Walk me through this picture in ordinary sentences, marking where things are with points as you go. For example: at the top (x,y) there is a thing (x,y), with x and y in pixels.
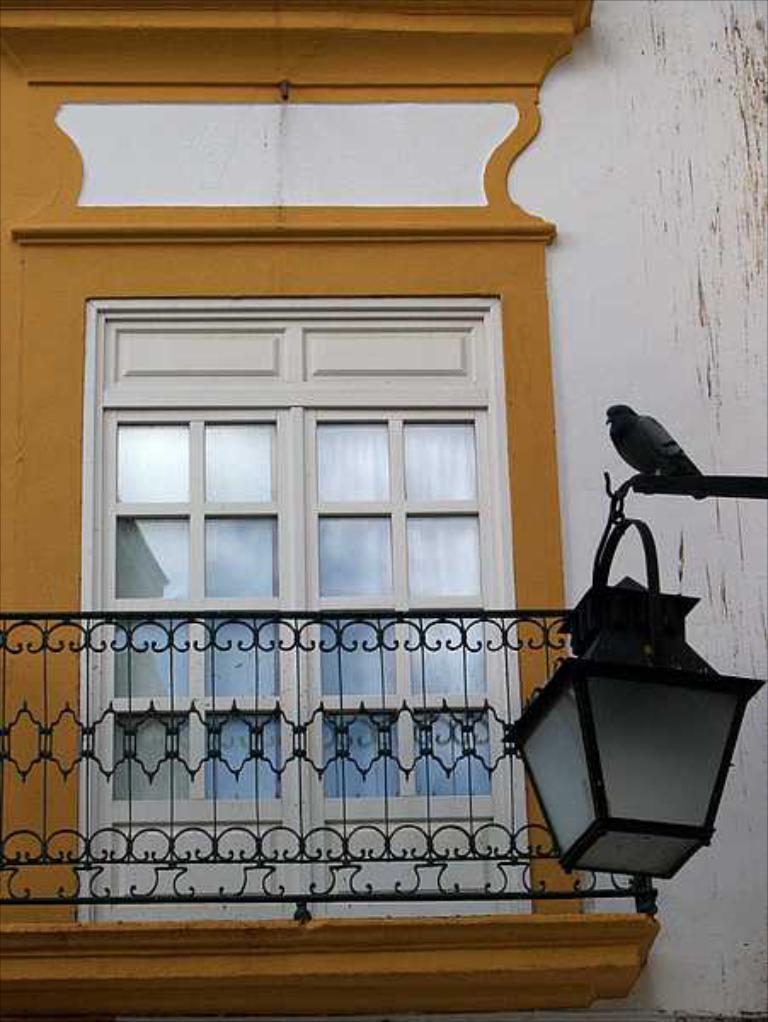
In this image I can see the building (603,217) which is white in color, the window (275,303) which is brown and white in color, the railing (287,629) which is black in color and the lamp (649,775). I can see a bird (673,457) which is black in color on the lamp (649,569).
